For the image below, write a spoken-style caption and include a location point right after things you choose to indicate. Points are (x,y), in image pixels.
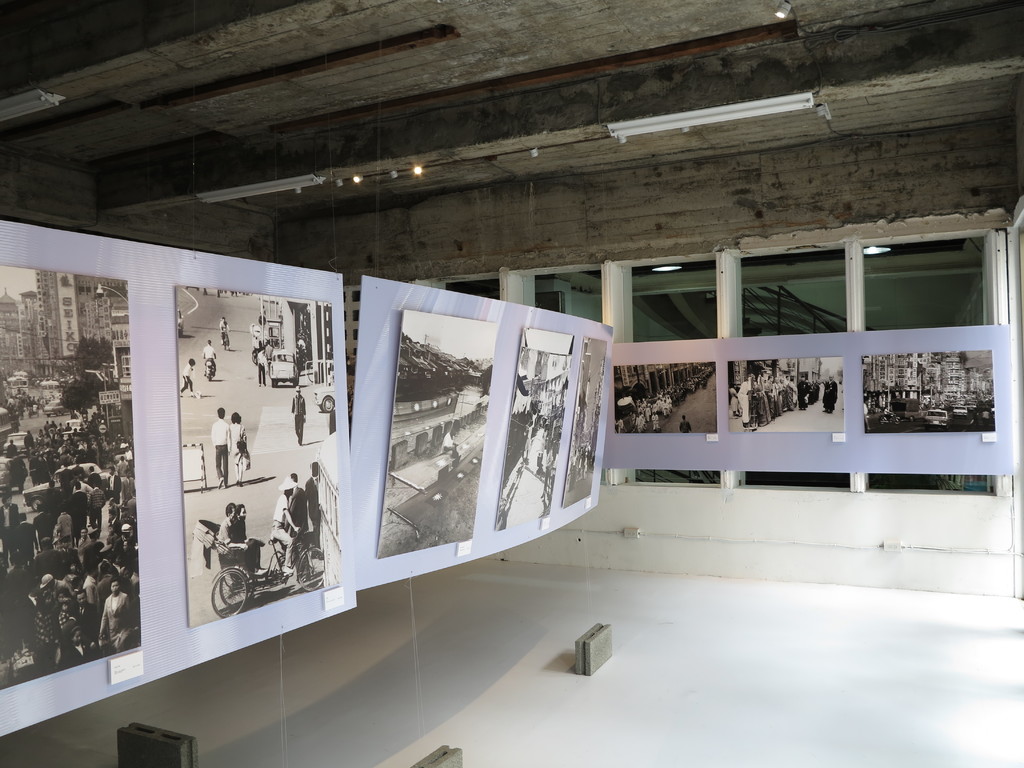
In this image in front (62,472) there are old photographs (433,452) arranged on a board (160,591). Behind them there are windows (740,282). On top of the roof (385,158) there are lights (420,170). At the bottom of the image (711,700) there is a floor (688,700).
